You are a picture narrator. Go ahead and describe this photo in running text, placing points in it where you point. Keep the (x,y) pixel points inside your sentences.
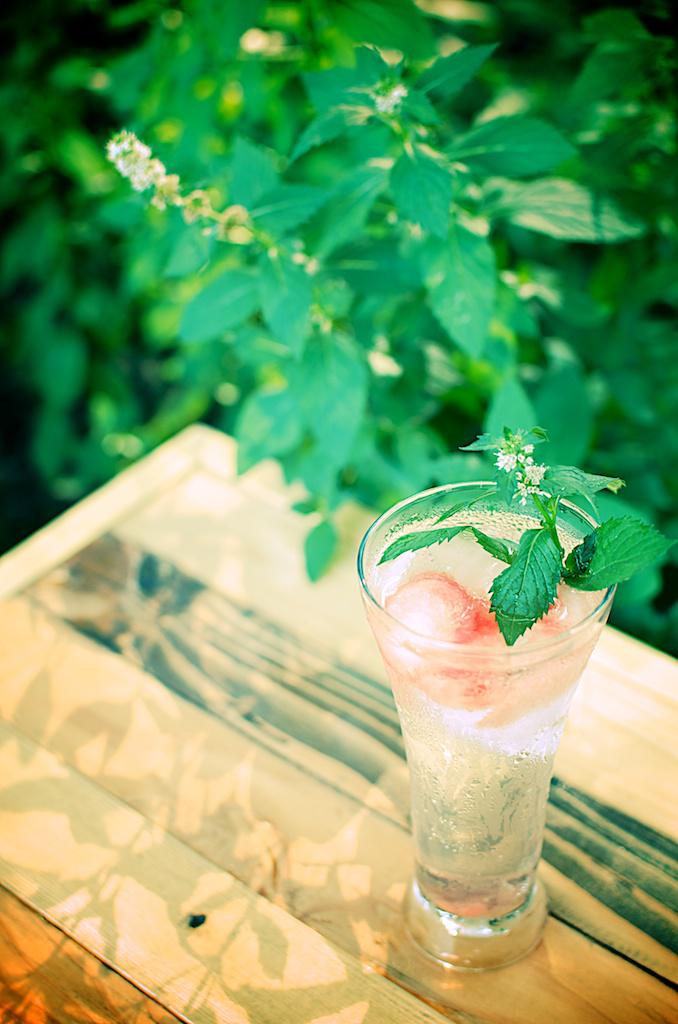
In the picture I can see a glass (509,748) with a drink (518,747) in it and leaves (508,599) placed on the top of it and it is placed on the wooden surface (202,889). In the background (425,305), we can see the green color plants (317,301).
